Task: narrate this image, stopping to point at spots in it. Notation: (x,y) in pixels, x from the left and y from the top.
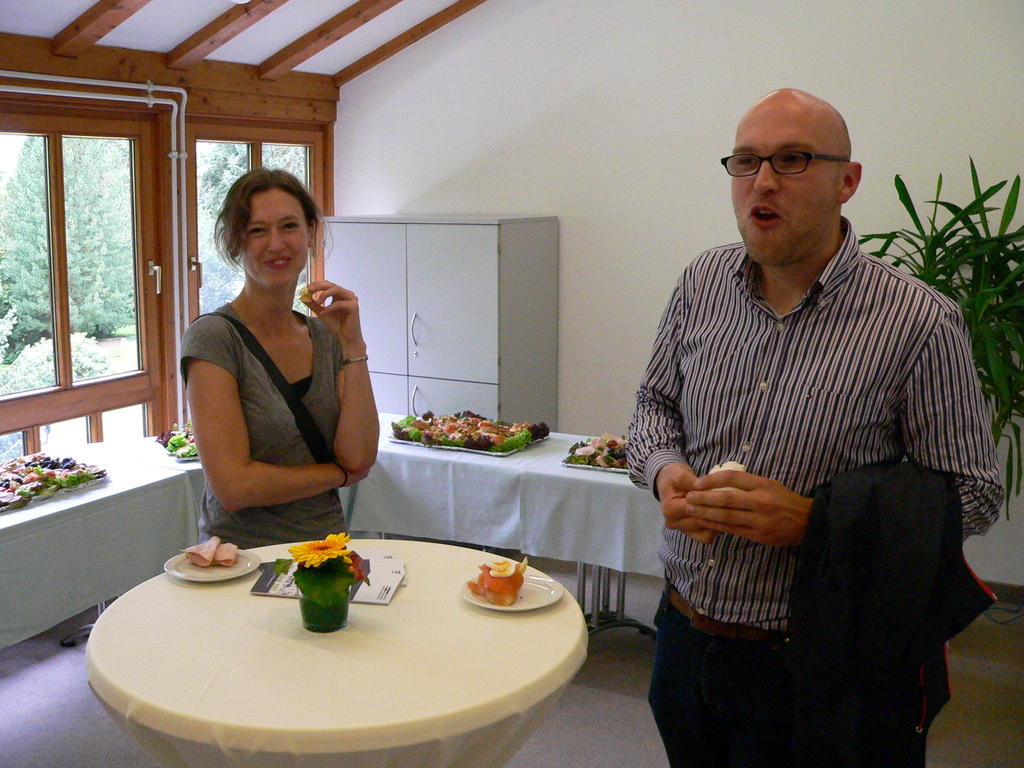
A woman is standing at the left side (324,494) and a person (752,760) is standing at the right side (739,743). There is a table (254,682) at the bottom of image (331,746). There is a flower vase (344,560), plates (545,590) having food (521,569) on it. At the left side (4,241) there is a door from which trees (37,191) are visible. There is a wardrobe (345,261) which is near to the wall (976,555). Right side (1011,462) there is a plant (959,215).
